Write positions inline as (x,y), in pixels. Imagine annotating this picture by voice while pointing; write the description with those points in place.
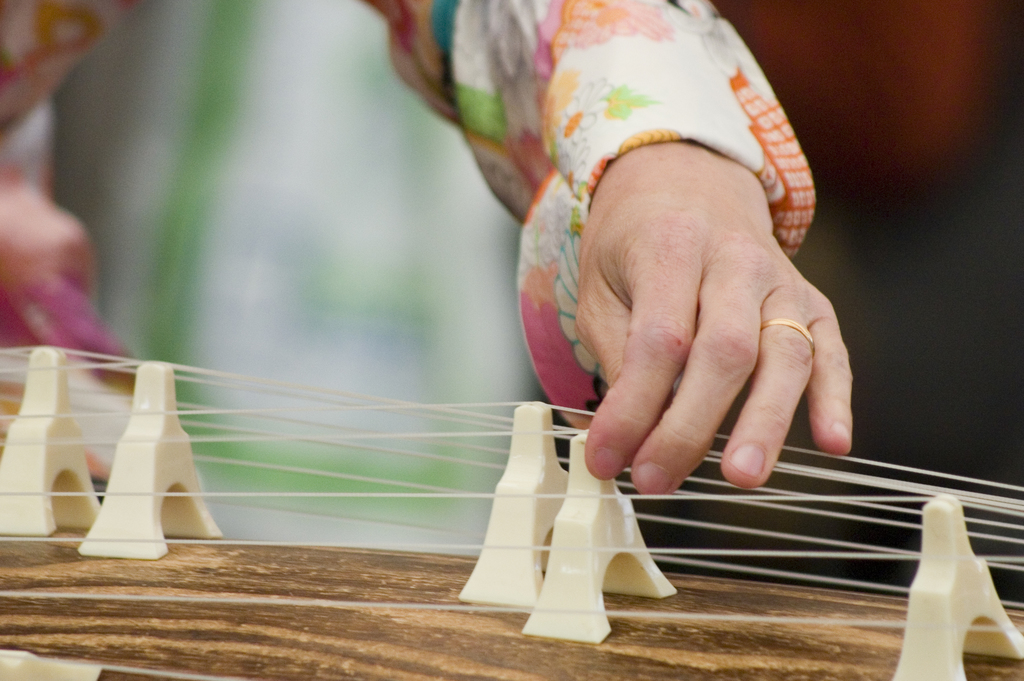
In this image we can see a person (538,346) playing strings (766,529) over the similar objects (178,520) on the wooden plank (297,614).
